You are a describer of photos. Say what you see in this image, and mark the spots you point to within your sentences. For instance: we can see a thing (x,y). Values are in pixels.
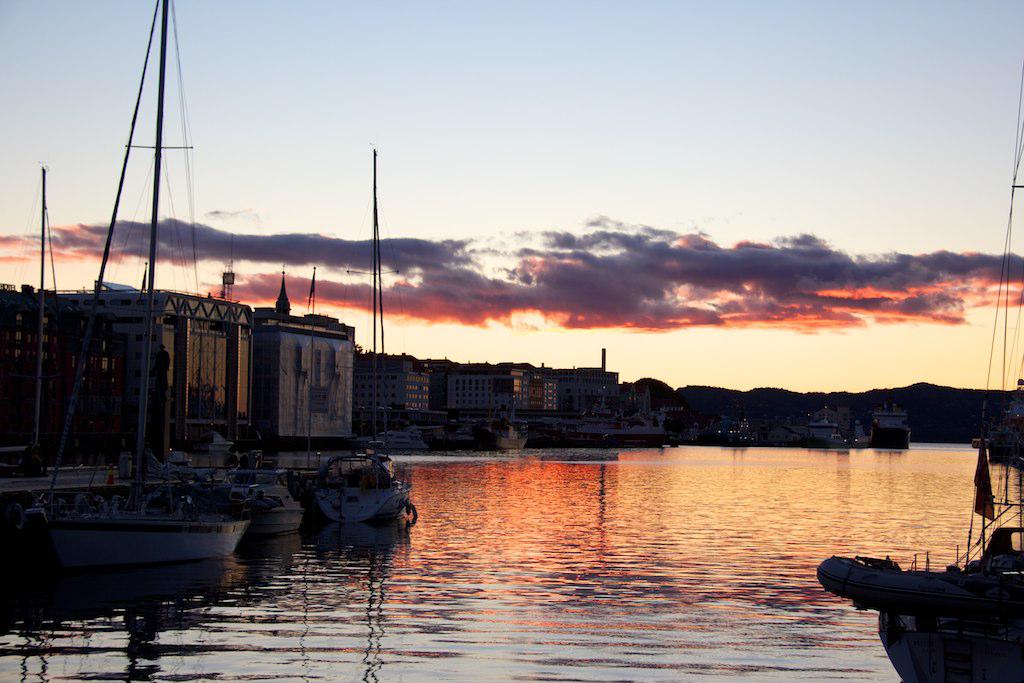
In the picture we can see water (669,617) with some boats (937,643) and poles (79,371) on it and behind it, we can see buildings (124,412) with many floors (67,380) and windows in it and in the background (432,293) we can see the sky (216,98) with clouds (748,278).
